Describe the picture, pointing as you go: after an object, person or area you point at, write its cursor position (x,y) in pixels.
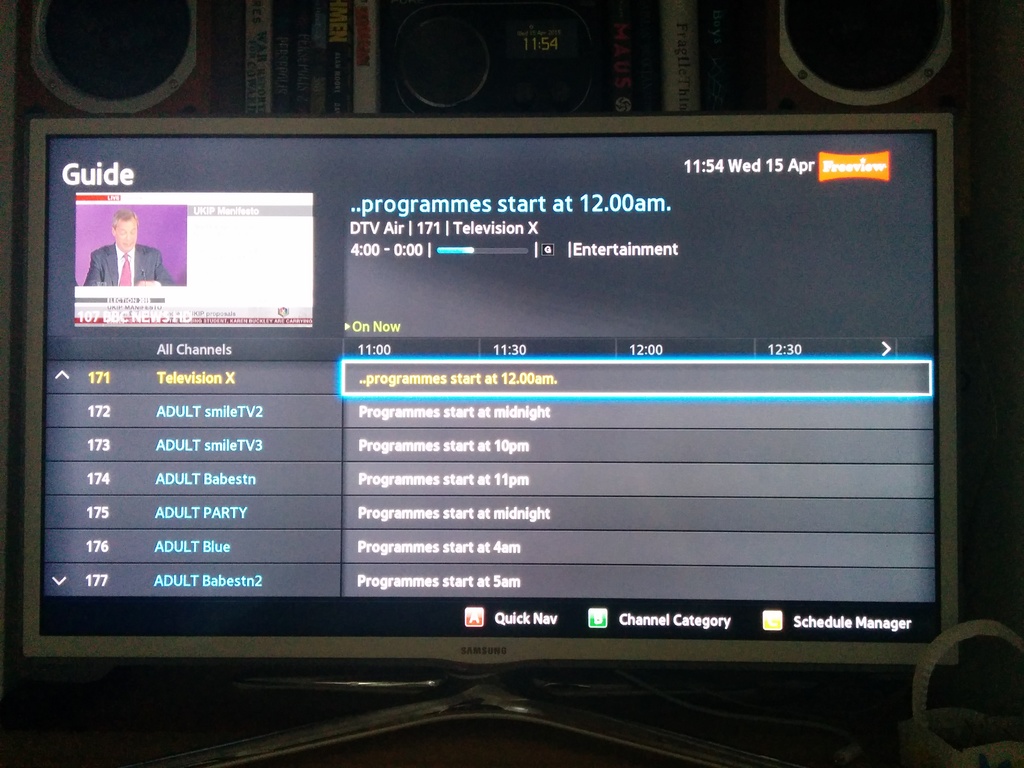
In this image, we can see a monitor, in the background (433,96) there are some boxes (867,54).
